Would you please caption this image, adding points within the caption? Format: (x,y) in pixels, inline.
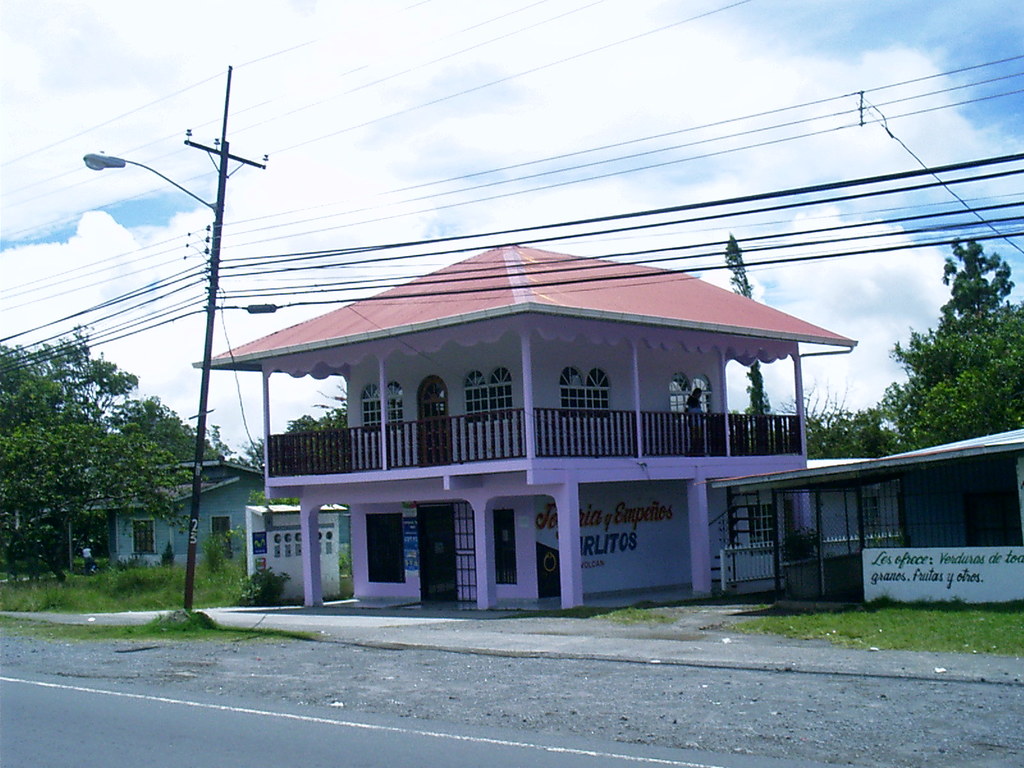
There is a house (554,533) and in front of the house (427,562) there is a street light (111,158) and many wires (186,319) are attached to the pole (199,466) and beside the house (570,545) there is a small hut (232,495), there are plenty of trees (100,483) and grass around the house (515,602).
